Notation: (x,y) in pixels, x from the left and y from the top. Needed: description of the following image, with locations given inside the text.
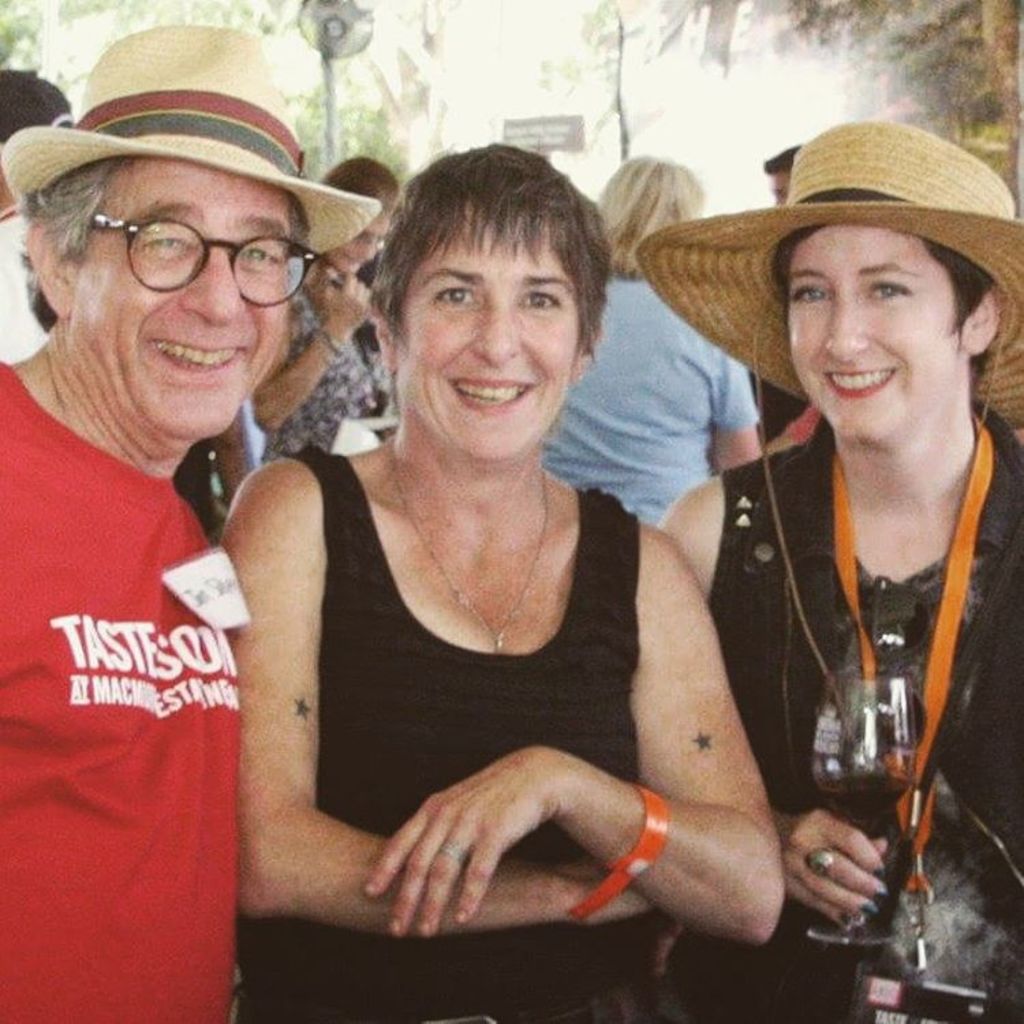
In the picture we can see a man (120,666) and two women (277,802) are standing together and smiling, one woman (811,873) and man (5,859) are wearing hats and the woman (805,888) who is wearing a hat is also wearing an orange tag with id card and behind them, we can see some people (638,375) are standing and behind them we can see some trees (341,83) which are not clearly visible.
